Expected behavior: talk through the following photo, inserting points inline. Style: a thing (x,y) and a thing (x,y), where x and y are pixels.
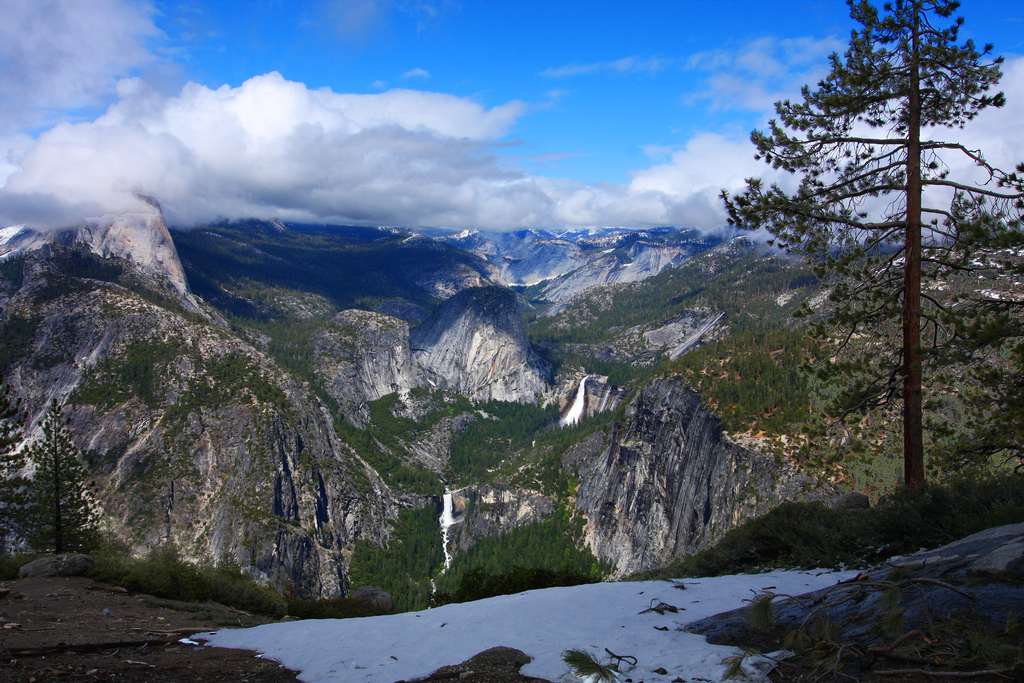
Sky (351,157) is cloudy. On this mountain (873,438) there are trees (759,376). This is snow (539,629).
